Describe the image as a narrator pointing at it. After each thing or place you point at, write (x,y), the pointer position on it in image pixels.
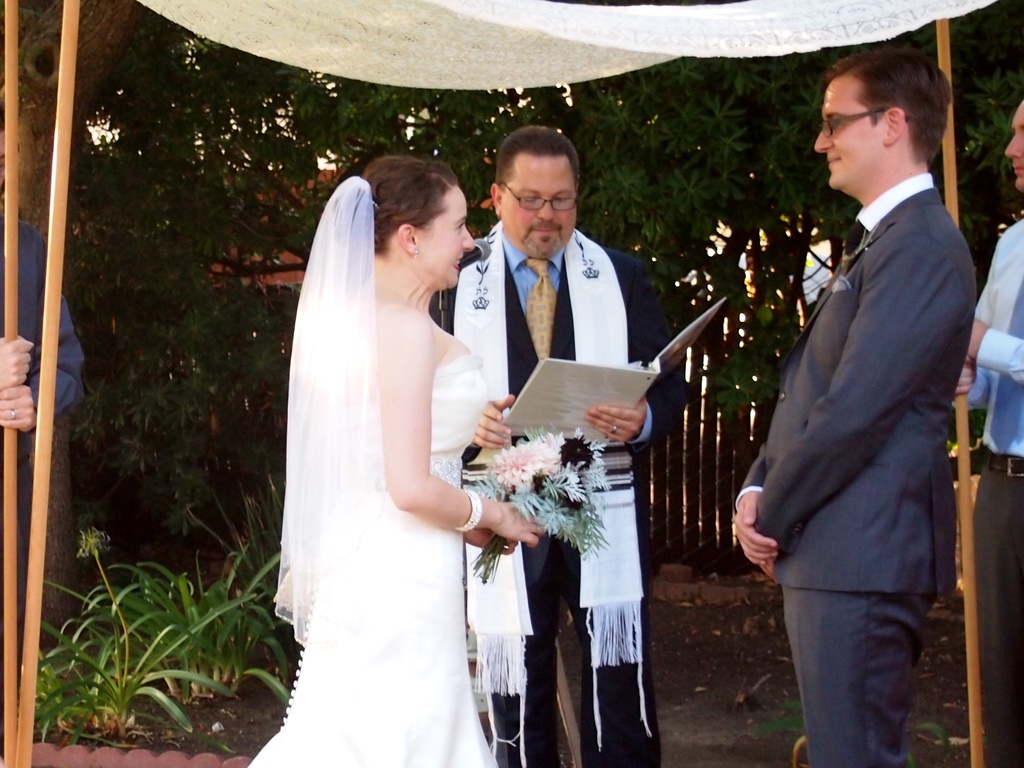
In this image we can see a woman (387,495) wearing white dress (369,543) is holding a flower bouquet (544,498) in her hands (496,529), this person (896,371) wearing a blazer (850,408) and spectacles (857,114) is standing here and this person (628,321) wearing a blazer (556,323), cloth (573,317) and tie (550,312) is also standing on the ground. On the either side of the image we can see people (30,287) holding sticks (50,222). In the background (224,190), we can see small plants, fence (706,396) and trees (58,582).
